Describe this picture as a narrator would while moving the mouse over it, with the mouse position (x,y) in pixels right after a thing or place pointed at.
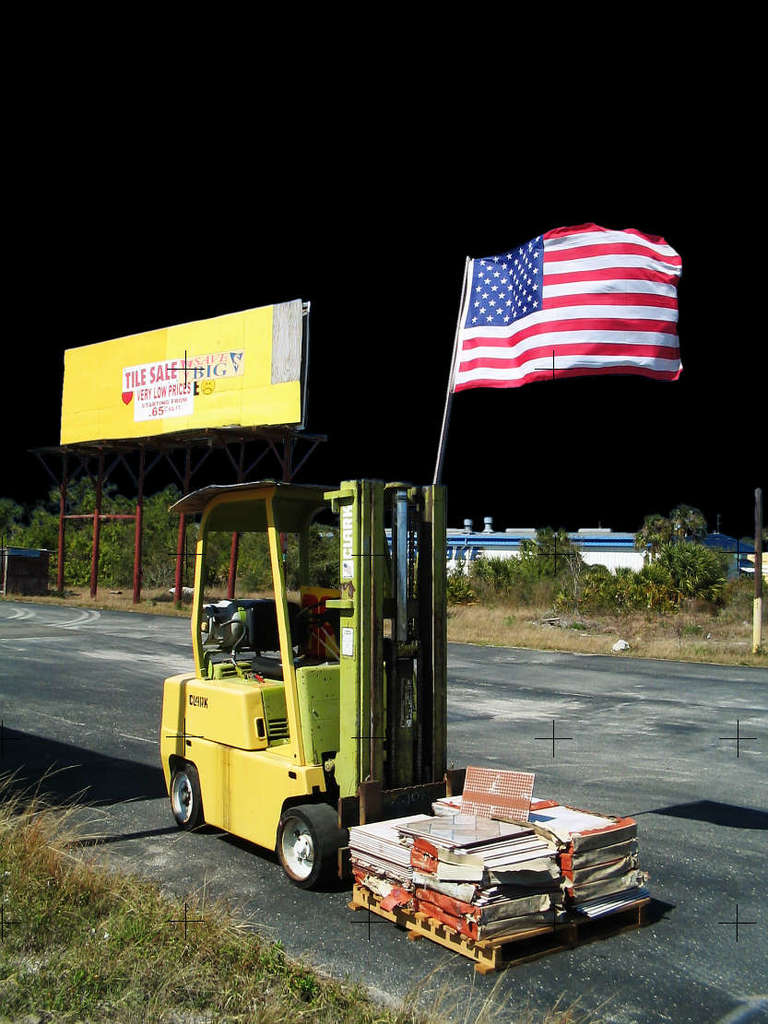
In this image I can see the vehicle (338,687) and some objects (491,846) on the road (533,684). I can see the flags (547,350) to the yellow color vehicle (387,593). In the background (236,541) I can see the railing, board (104,396) and the trees (504,570). And there is a black background (728,348).
